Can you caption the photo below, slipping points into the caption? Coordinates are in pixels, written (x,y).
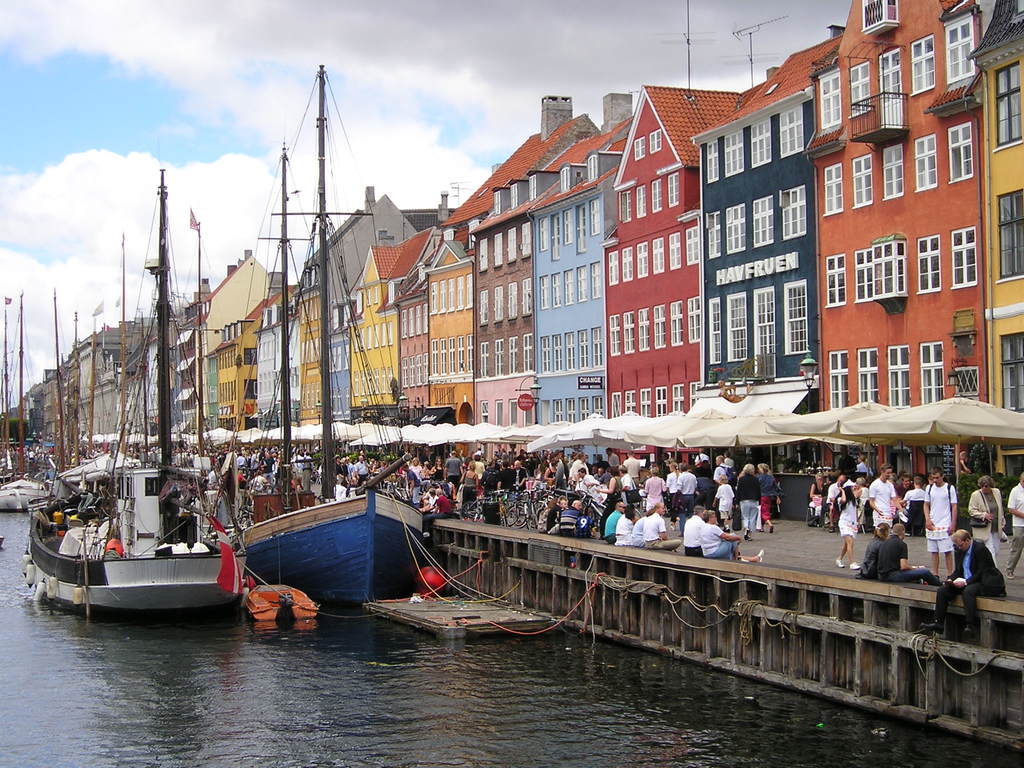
The picture is clicked on a river side (529,636) where there are beautiful and colorful houses (834,240) to one side of the image and to the other side there are boats (332,557). we also observed many people (893,542) walking around. There are boat masts (324,440) and ropes (139,357) to the left side of the image (93,333).
